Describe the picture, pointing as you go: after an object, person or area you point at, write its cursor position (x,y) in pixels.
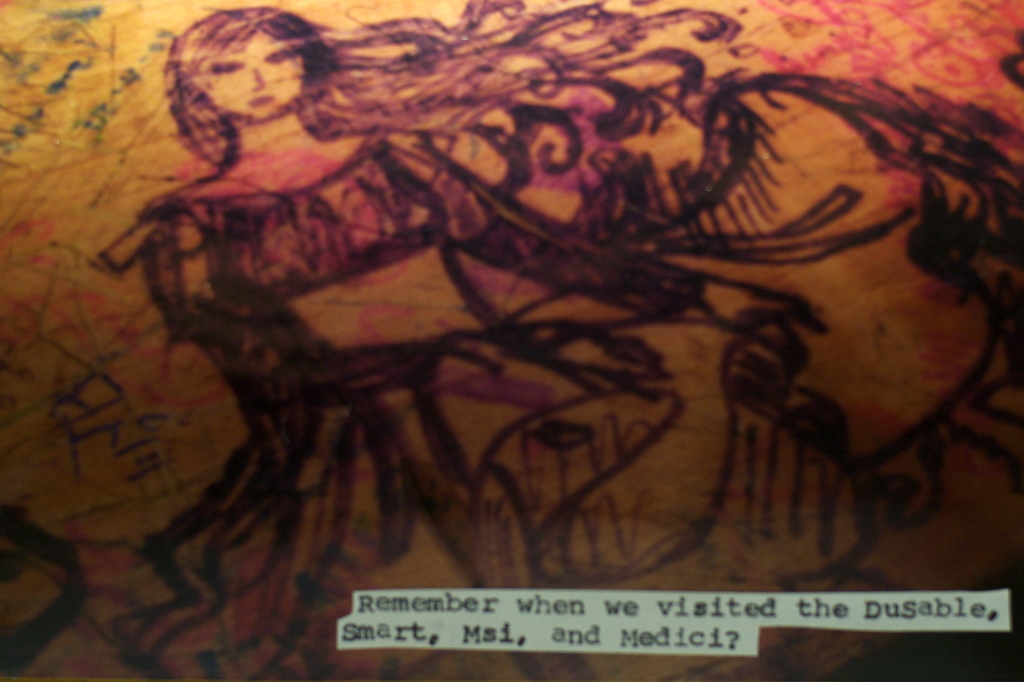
In this image we can see the depiction of a woman (319,281). At the bottom (569,605) we can see the text (704,621).
